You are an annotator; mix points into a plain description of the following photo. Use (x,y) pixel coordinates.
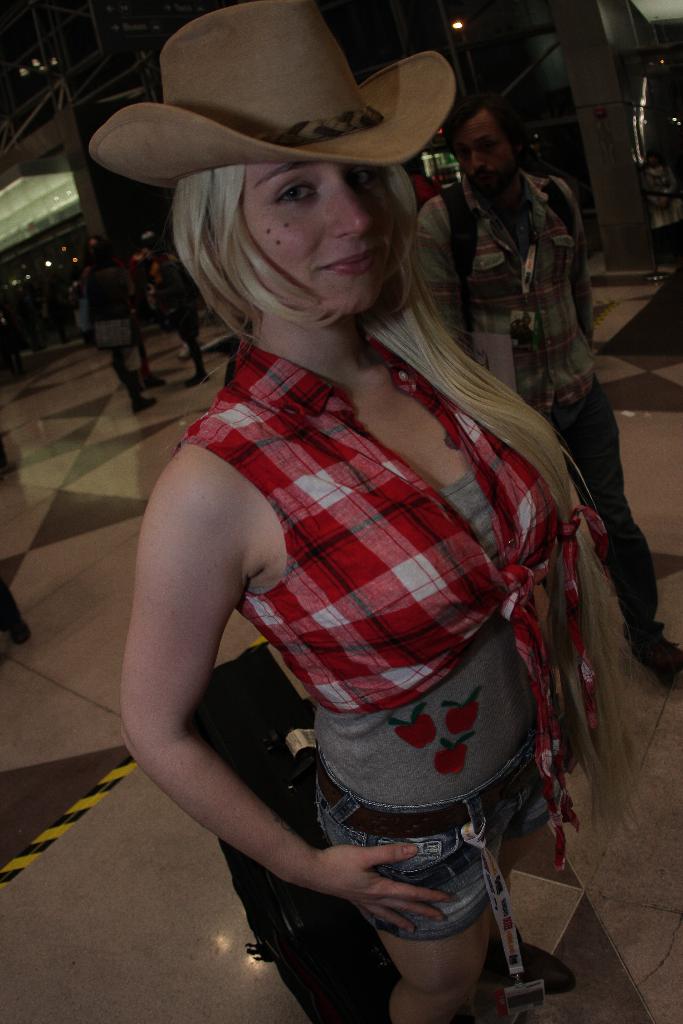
In this image we can see a person (349,515) wearing red color shirt (333,456), brown color hat (260,48) standing and at the background of the image (475,260) there are some persons (503,282) walking on the floor (242,921) there is bag (273,787) behind this person (240,72).
